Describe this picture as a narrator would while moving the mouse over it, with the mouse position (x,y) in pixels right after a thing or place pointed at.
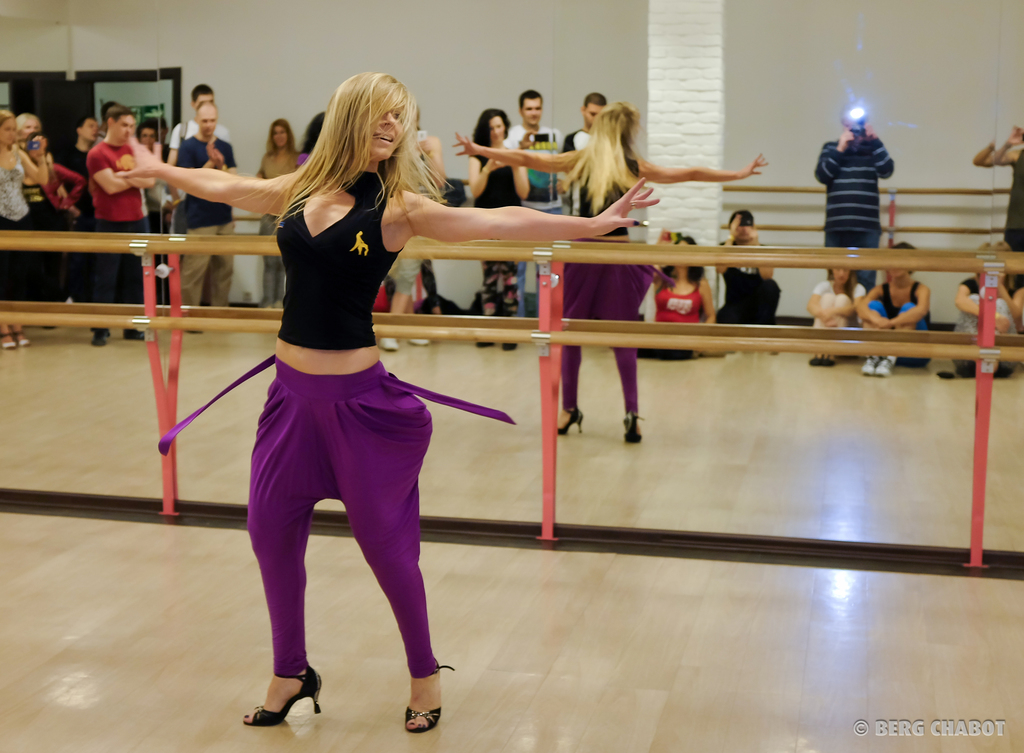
In this image, we can see persons (505,169) wearing clothes (873,168). There are safety grills (265,241) in the middle of the image (634,338). There is a wall (481,19) at the top of the image (337,43).
